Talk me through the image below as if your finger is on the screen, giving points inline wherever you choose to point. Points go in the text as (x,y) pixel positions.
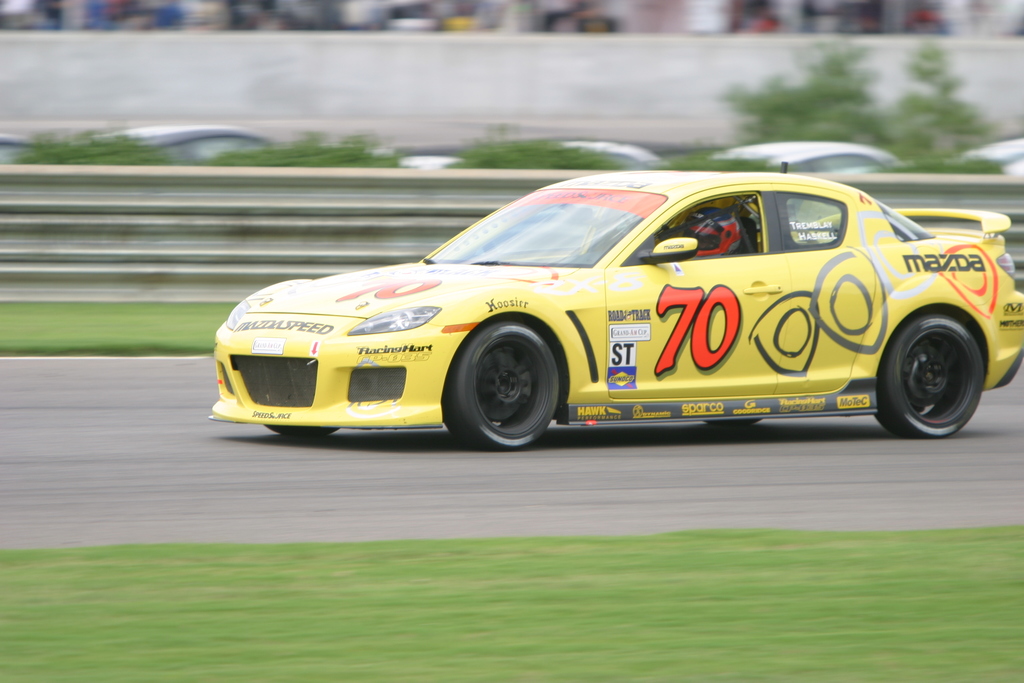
In the center of the image (527,317), we can see a car (485,337) on the road (418,446) and in the background (844,101), there are trees (836,111). At the bottom (298,567), there is ground (564,607).
